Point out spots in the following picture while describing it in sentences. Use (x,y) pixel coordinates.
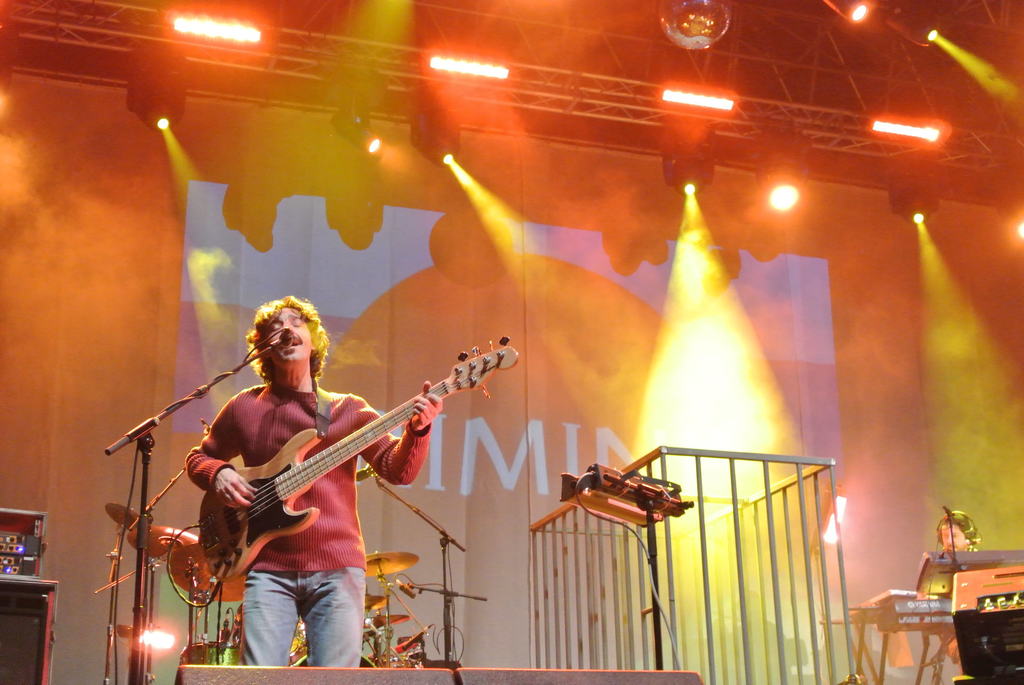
Here we can see a man (291,313) is standing and playing the guitar (278,497) and singing, and in front (181,405) here is the microphone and stand (191,394), and at back (396,631) here are the musical drums (392,619), and at above here are the lights (686,148).
